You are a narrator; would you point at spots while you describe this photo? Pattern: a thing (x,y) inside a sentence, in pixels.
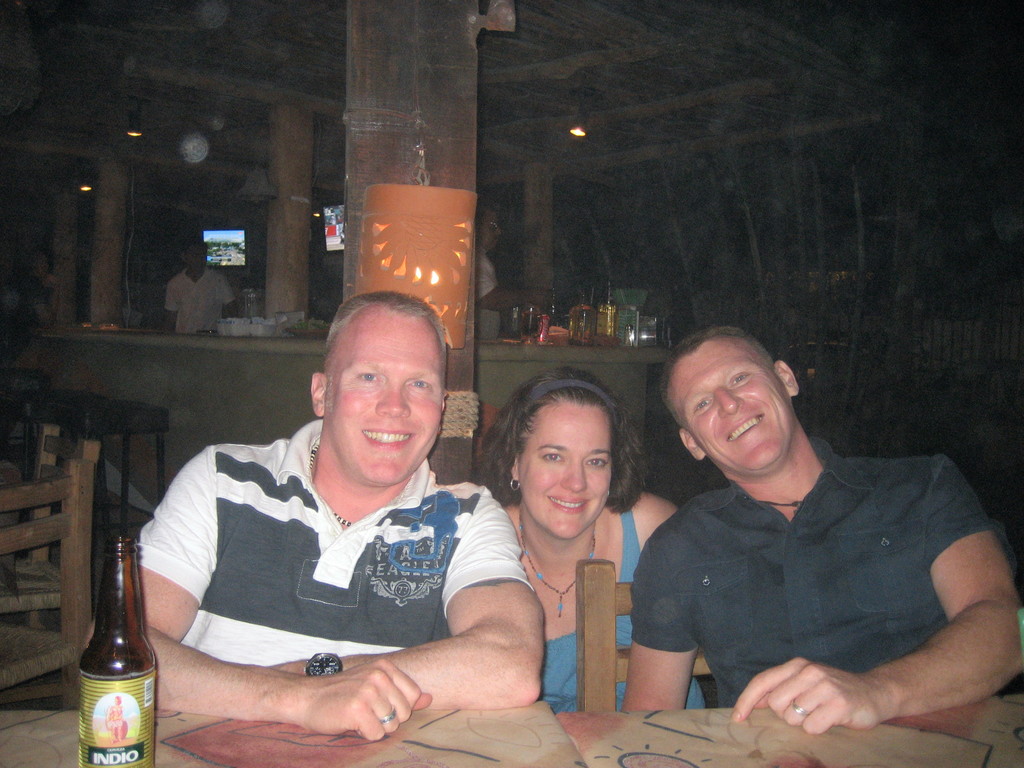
In this image I see 2 men (374,456) and a woman (548,677) and all of them are smiling. I see that these 2 men (354,496) are sitting on chairs (583,658). In front (1002,705) there is a table (924,766) on which there is a bottle (140,747). In the background (35,532) I see the pillars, televisions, bottles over here and few chairs (33,595) and lights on the ceiling (516,152).
